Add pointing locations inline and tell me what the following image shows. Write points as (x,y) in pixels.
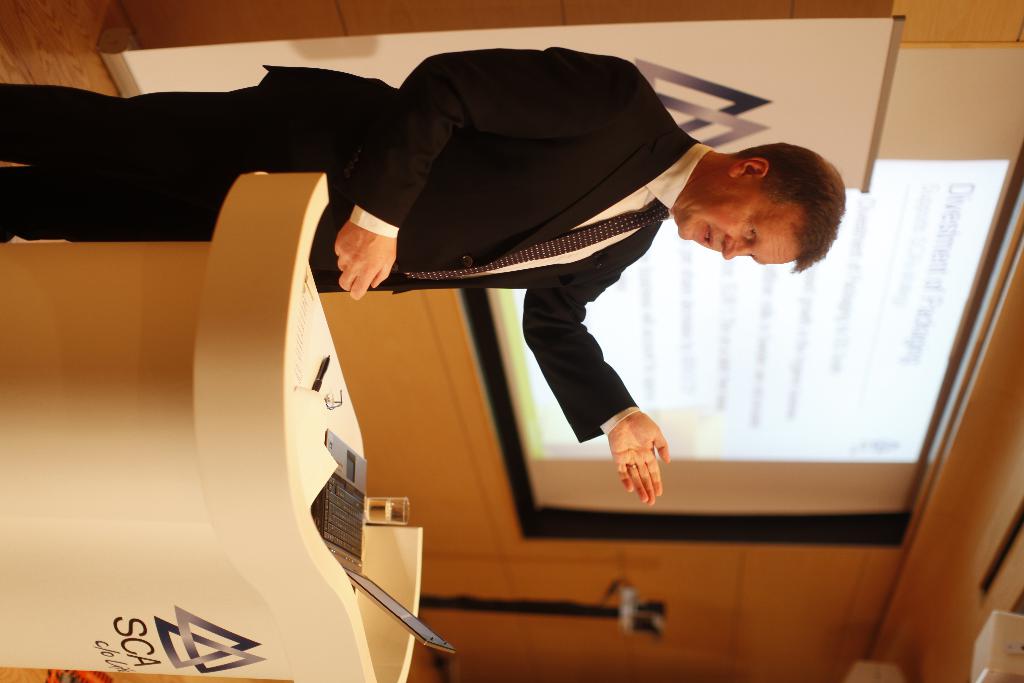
In this picture I can observe a person (273,153) standing on the floor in front of a podium (216,508). There is a laptop (320,492) on the podium (240,289). In the background (407,470) I can observe projector display screen (720,444) and a wall (689,592).
